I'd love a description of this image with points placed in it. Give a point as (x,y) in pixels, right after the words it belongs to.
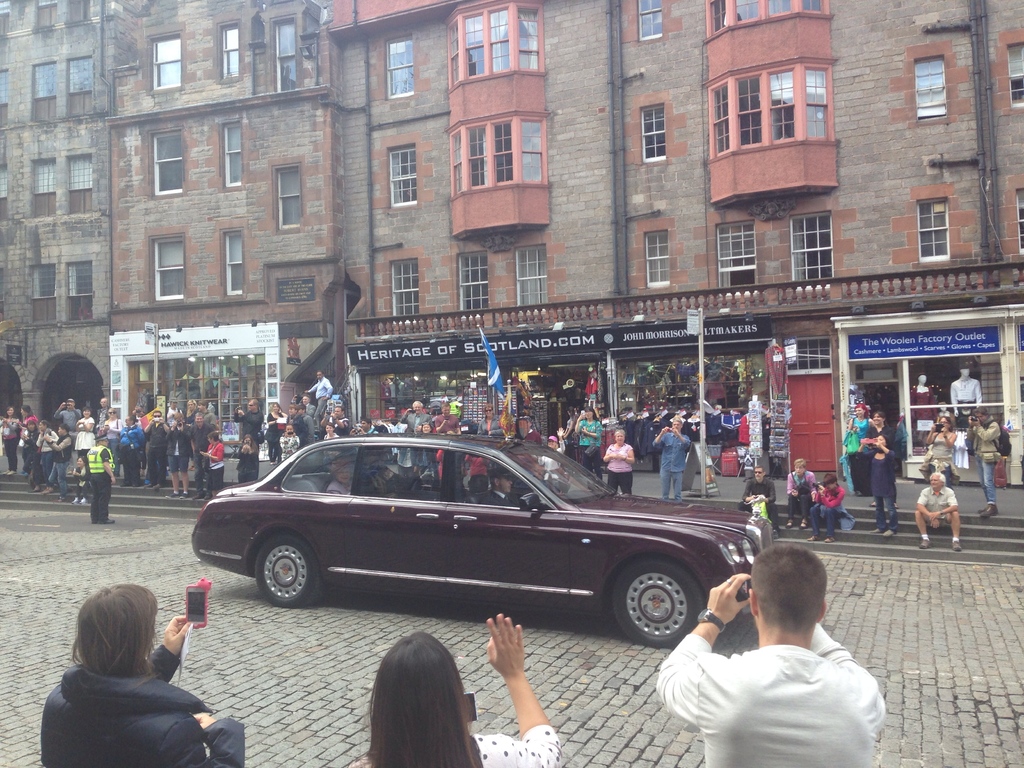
In this image there is a car (600,559) at the middle of the image (416,506) and there are some group of persons (128,417) standing and taking photograph of the car (562,513) and at the background of the image (480,251) there is a building (483,241).
